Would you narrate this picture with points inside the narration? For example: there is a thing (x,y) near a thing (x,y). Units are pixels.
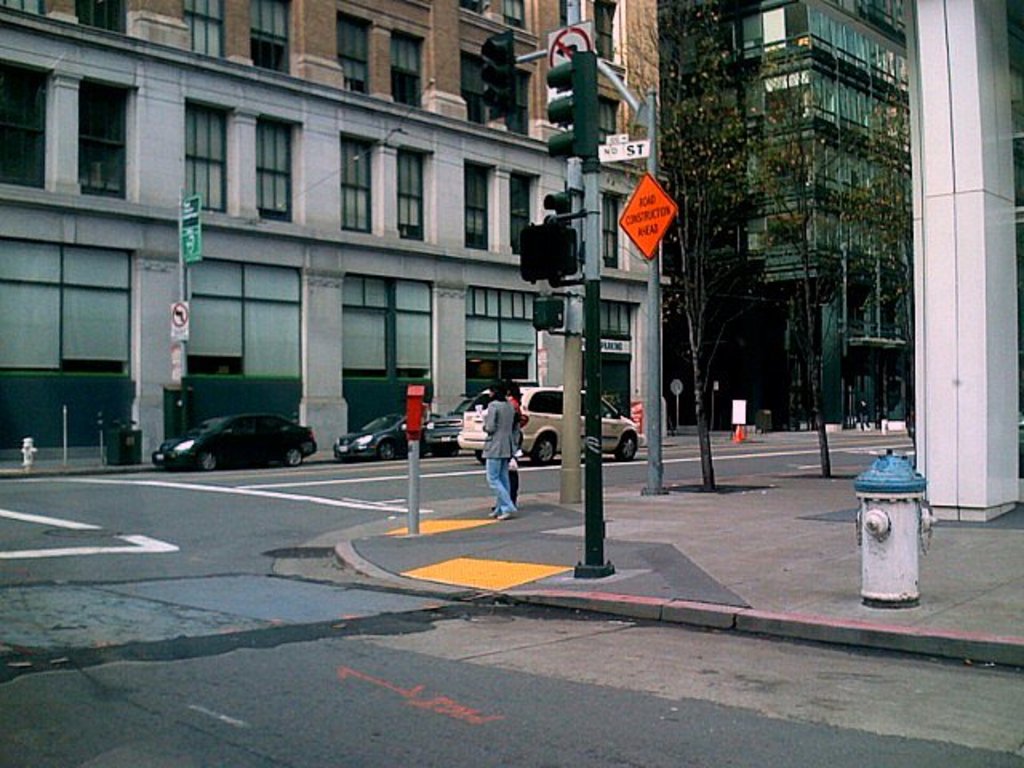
In the middle of the image (589,258) we can see some poles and trees (706,171) and sign boards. Behind the poles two persons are walking and there are some vehicles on the road (312,464). At the top of the image (258,213) there are some buildings (533,203).
